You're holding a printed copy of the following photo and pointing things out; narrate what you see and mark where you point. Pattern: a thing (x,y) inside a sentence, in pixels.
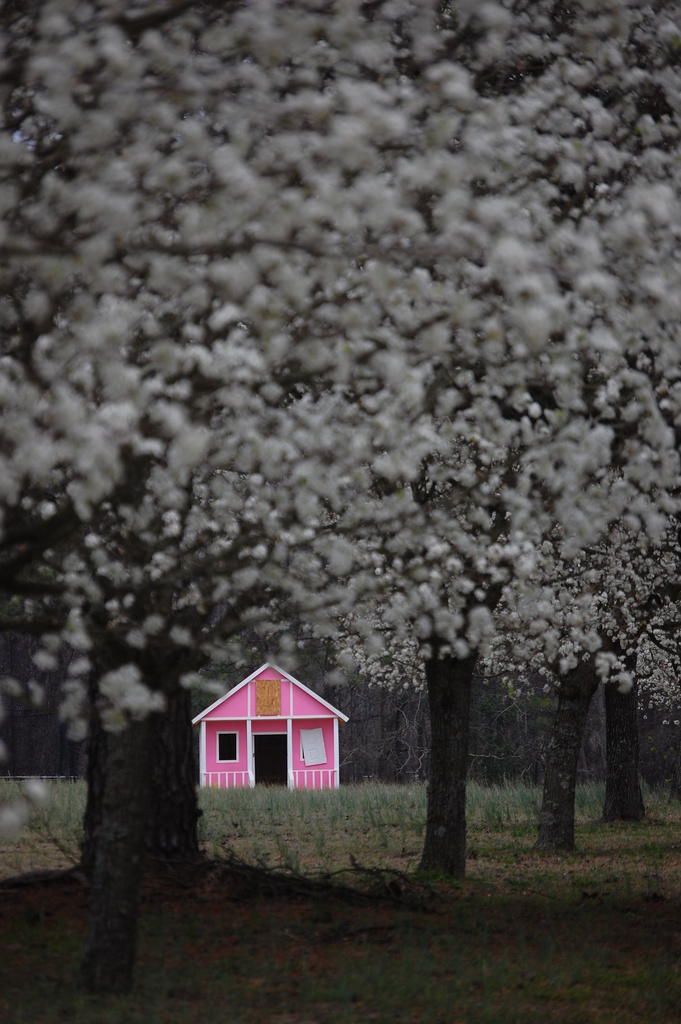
In this image in the foreground (663,181) there are trees (390,665), and in the background (269,758) there is house (261,744). At the bottom (279,817) there is grass (492,793).
